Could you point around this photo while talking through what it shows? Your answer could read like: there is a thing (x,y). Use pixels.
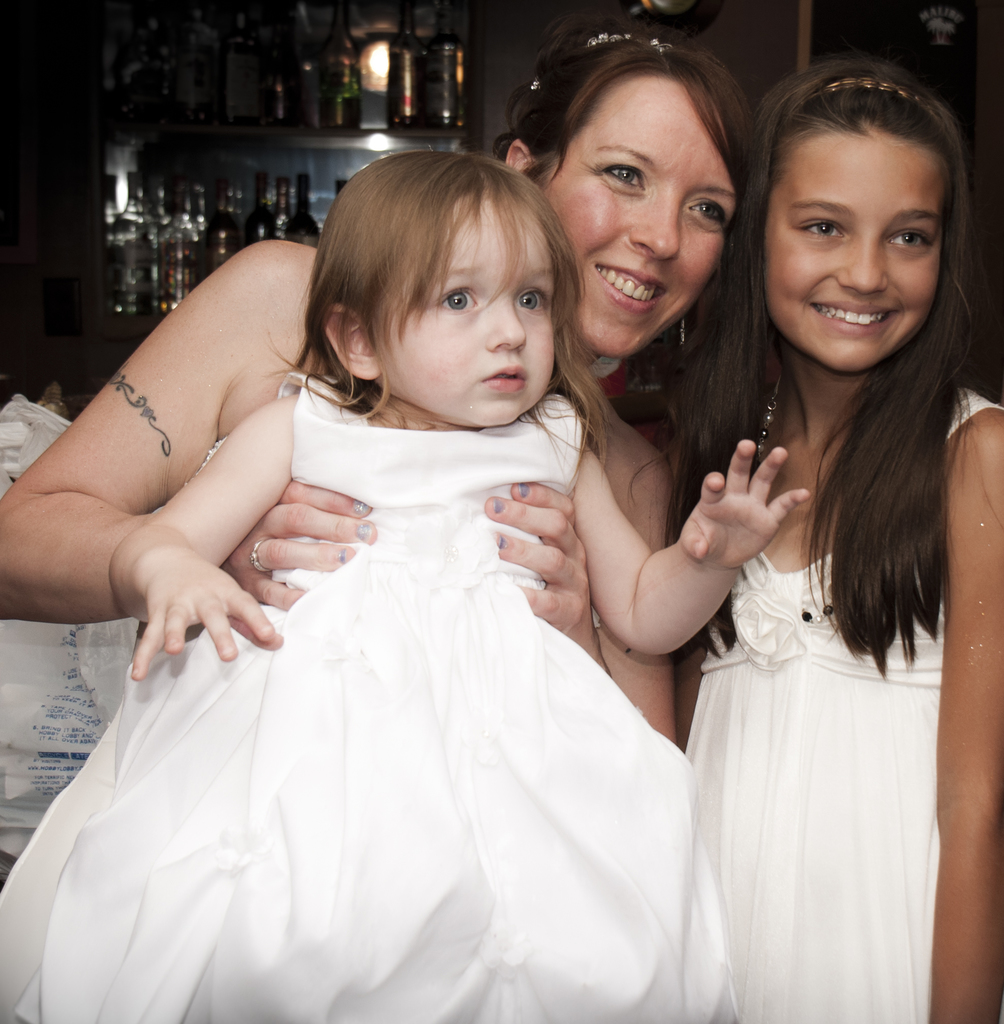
In this image we can see a lady (259,292) holding a child (409,348). Near to her there is another child (752,275). In the back (123,267) there are bottles (194,97). And also there is a cover (93,697).
